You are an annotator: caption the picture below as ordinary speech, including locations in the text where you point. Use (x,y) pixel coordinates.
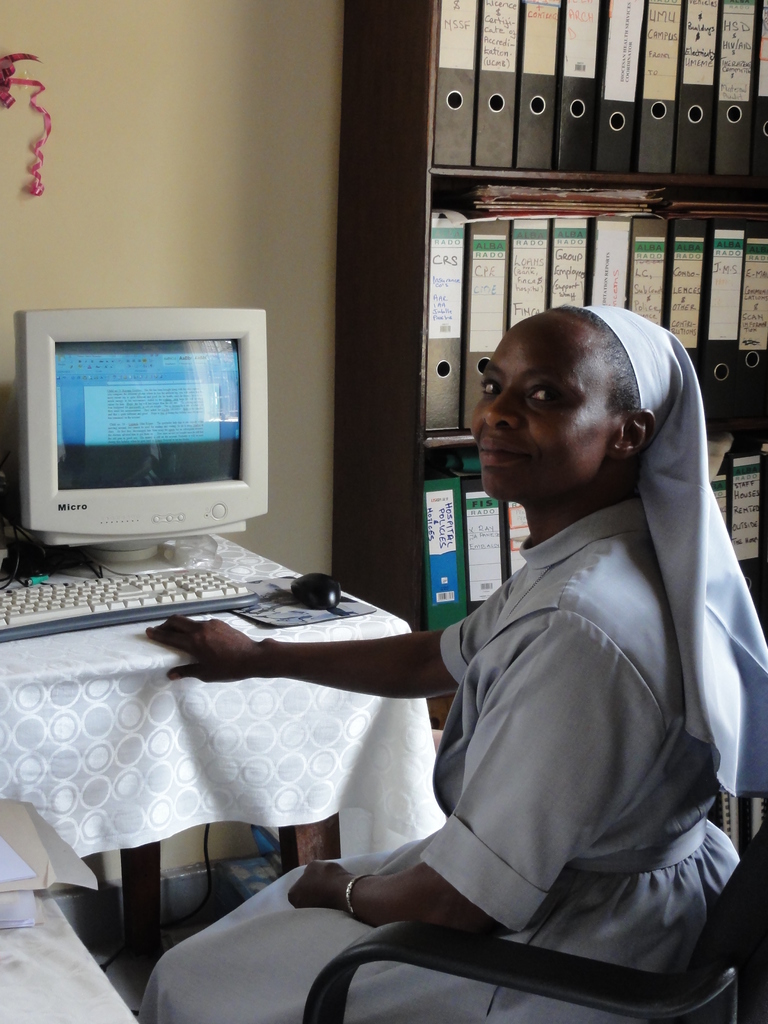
On the left (217,328) it's a computer system (229,335) on the right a woman (243,652) is sitting in the chair (662,1020) behind her there is a shelf (406,294) of files (649,247).
